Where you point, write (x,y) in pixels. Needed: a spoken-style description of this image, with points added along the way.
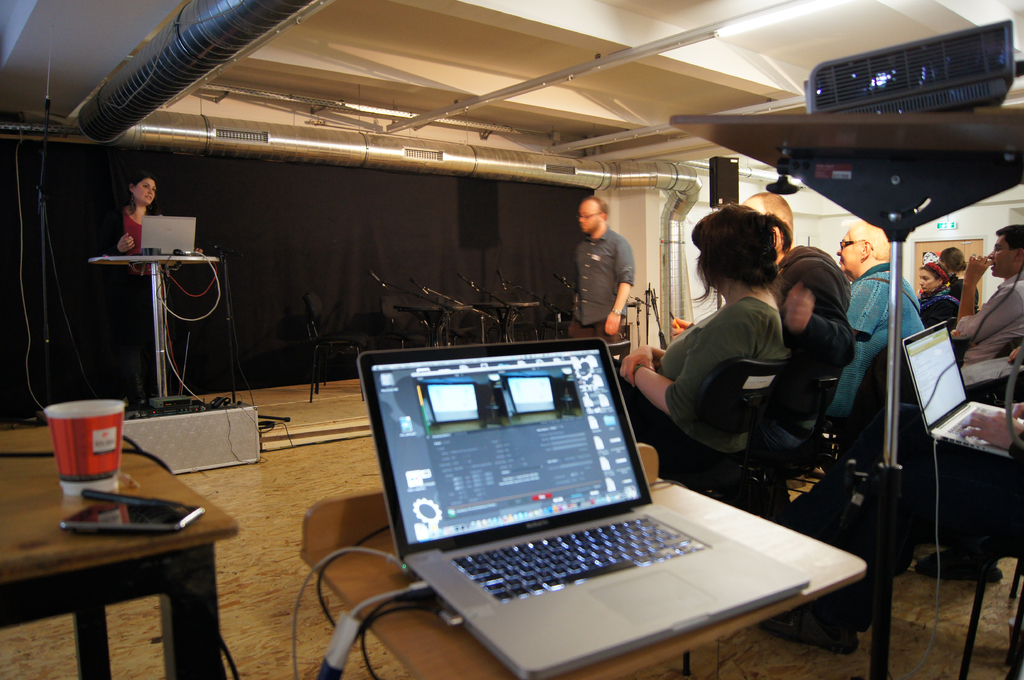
this picture shows a group of people (1008,320) Seated and a man (581,294) standing and we see a laptop (593,381) on the table (761,611) and we see a woman (123,222) standing at a podium (162,366) and speaking and we see a laptop (172,251) on the podium (201,261).
